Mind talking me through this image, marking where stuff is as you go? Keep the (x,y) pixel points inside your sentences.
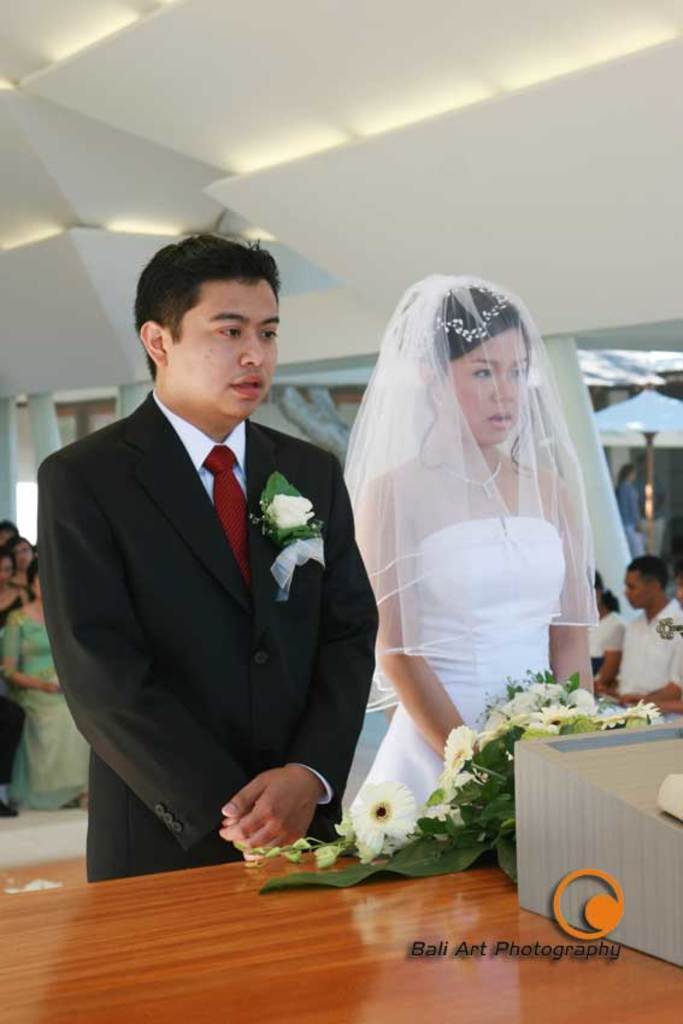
In this picture there is a boy (110,712) and a girl (471,603) in the center of the image (281,615) in front of a table (378,885) and there are flowers (513,761) on the table (578,957) and there are other people (672,649) and pillars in the background area of the image (638,612) and there is roof (274,133) at the top side of the image (174,133).
